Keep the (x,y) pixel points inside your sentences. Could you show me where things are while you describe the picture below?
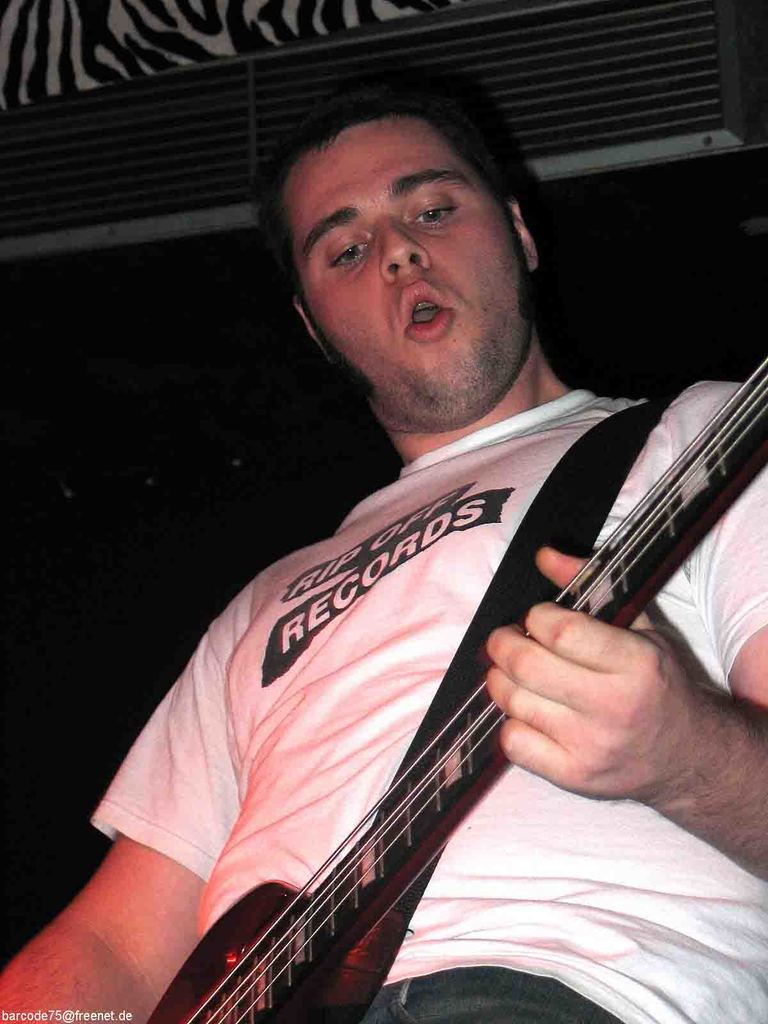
In the image there is a man (462,338) singing a song and playing a guitar (388,789).
